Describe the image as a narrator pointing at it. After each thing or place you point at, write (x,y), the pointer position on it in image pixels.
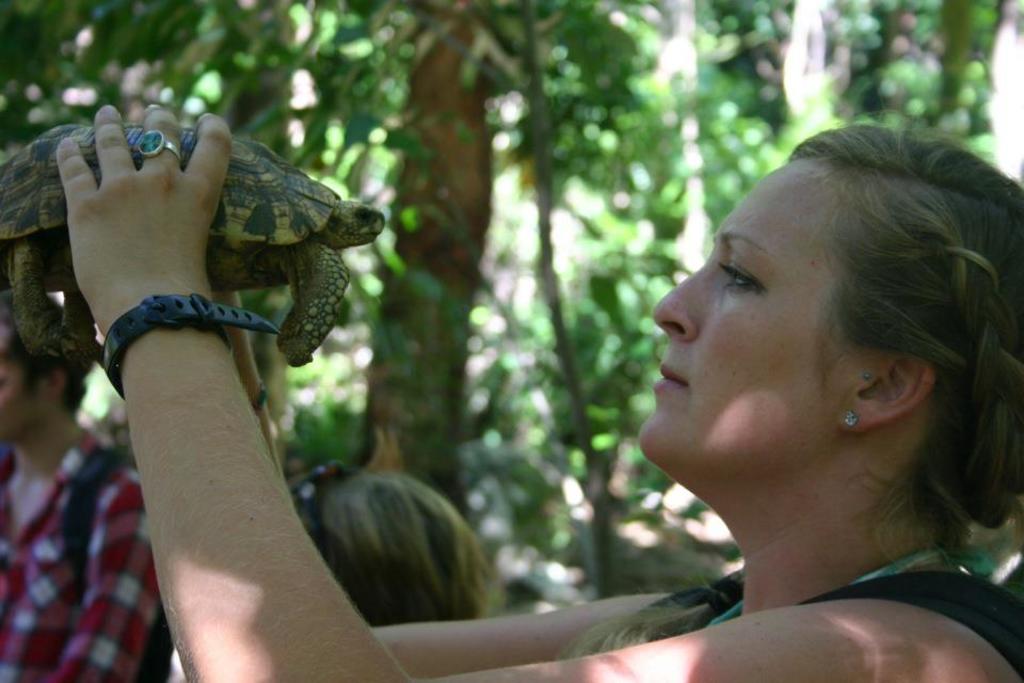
In the picture I can see a woman (848,529) in the right corner (848,515) is holding a tortoise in her hands (188,249) and there are few people (39,458) beside her and there are trees (583,55) in the background (645,36).
